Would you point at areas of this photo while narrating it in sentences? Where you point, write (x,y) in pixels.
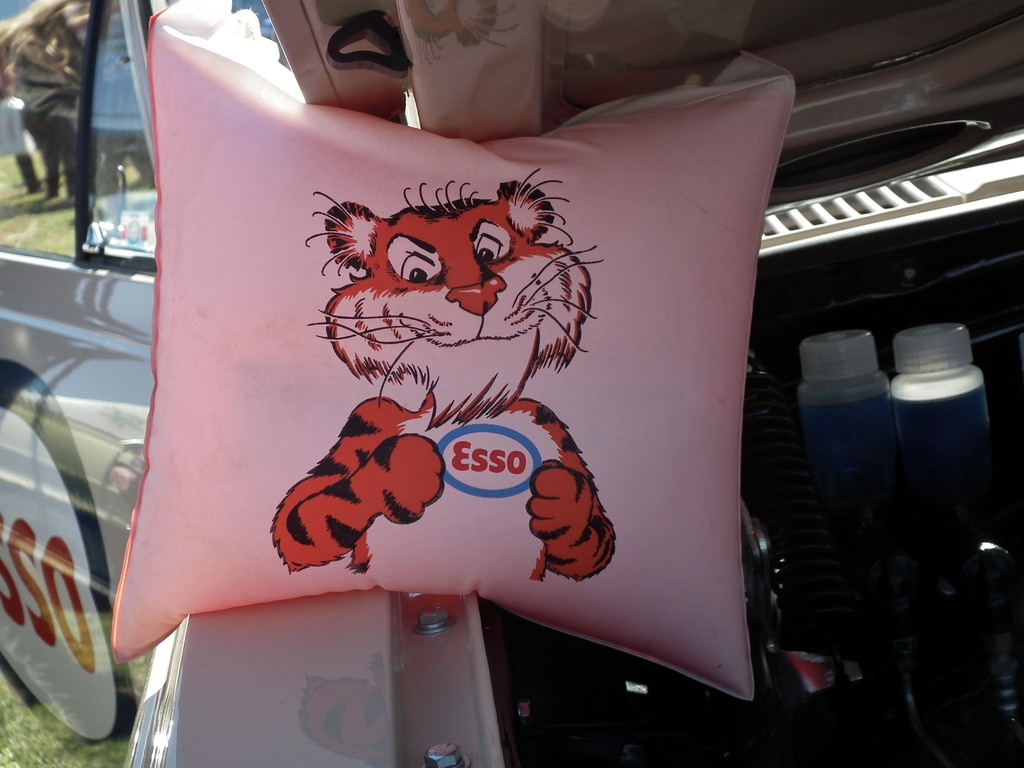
Here we can see a tiger picture (456,274) on a pillow (369,171) and it is on a platform (408,611) and this is a door (91,298) and we can see two bottle (840,406) and some other parts (852,540). In the background (53,314) there is a vehicle (76,285) and we can see reflection (43,111) of few persons (46,152) on the glass (57,137).
